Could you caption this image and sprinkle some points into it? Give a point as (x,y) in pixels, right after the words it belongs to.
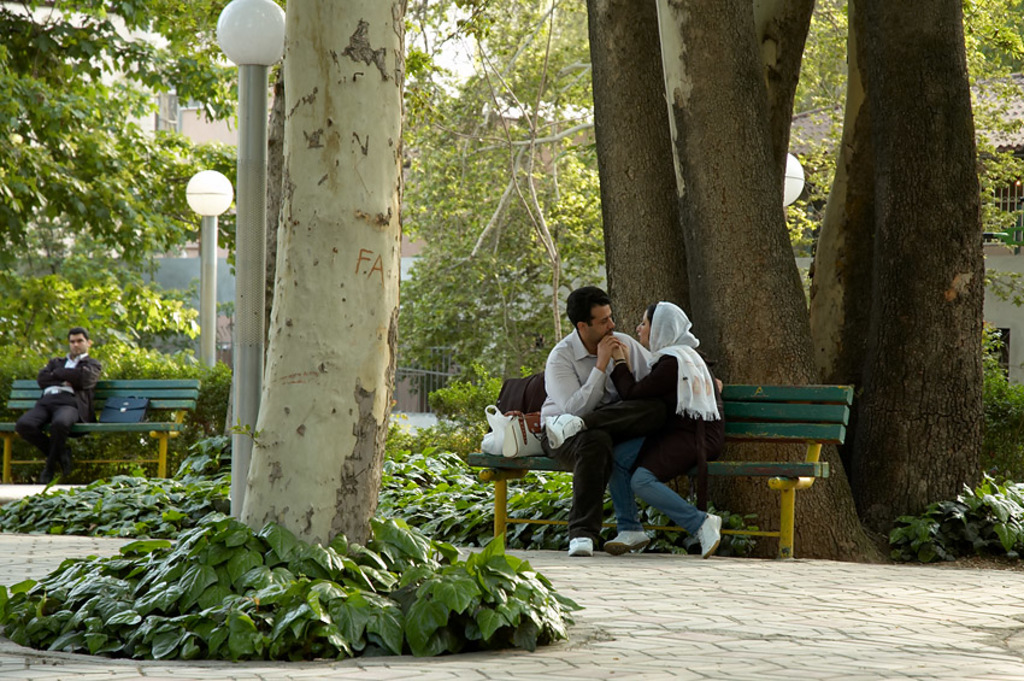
In this picture we can see three people (560,425) and bags (514,452) on benches (107,396), plants (424,433), trees (363,456), poles (239,223), lights (245,34) and in the background (232,302) we can see buildings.
